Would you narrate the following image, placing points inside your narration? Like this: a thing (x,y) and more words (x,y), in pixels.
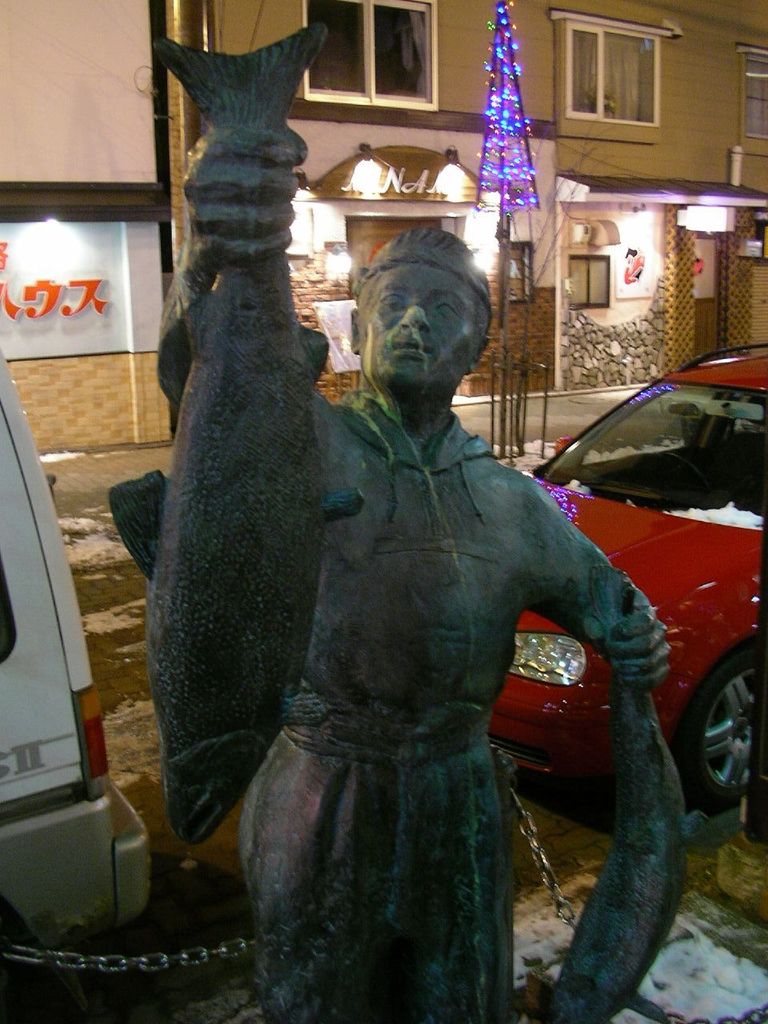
There is a sculpture (398,343). Here we can see cars (496,707), boards (321,313), windows (336,49), lights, and a building (704,21).
